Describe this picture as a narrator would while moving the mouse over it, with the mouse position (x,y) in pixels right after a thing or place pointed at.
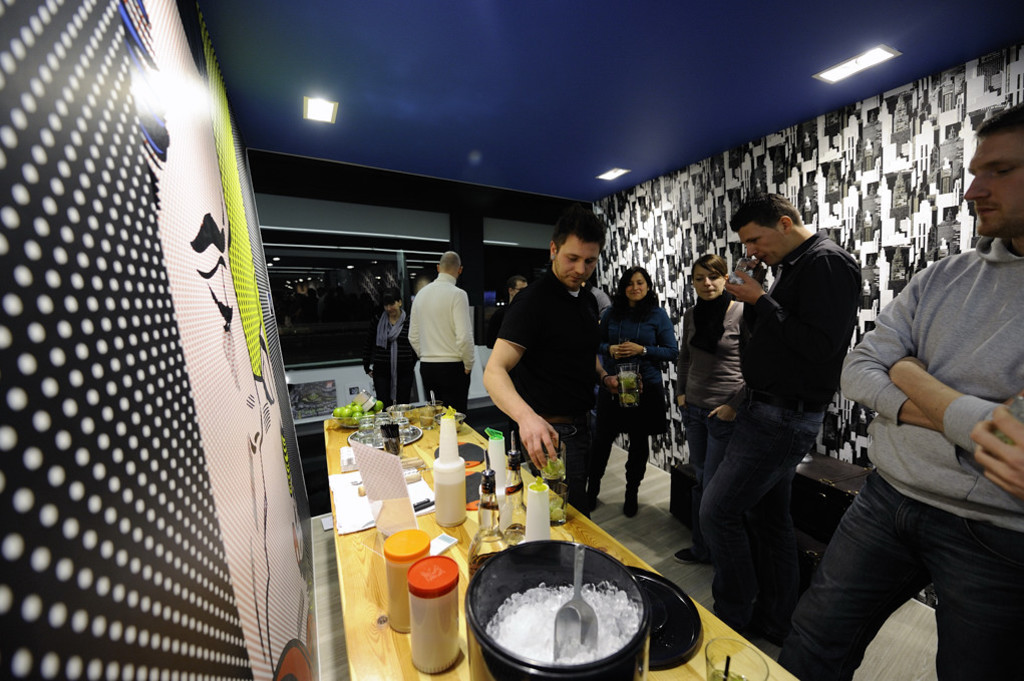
In this image we can see a few people (762,431) standing, among them some people (640,438) are holding the objects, there is a table (351,561), on the table (377,655), we can see bottles (486,489), glasses (375,425), bowls (519,579) with lemons (359,415) and ice cubes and some other objects (660,656), at the top (74,209) we can see some lights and also we can see the wall (511,235).
